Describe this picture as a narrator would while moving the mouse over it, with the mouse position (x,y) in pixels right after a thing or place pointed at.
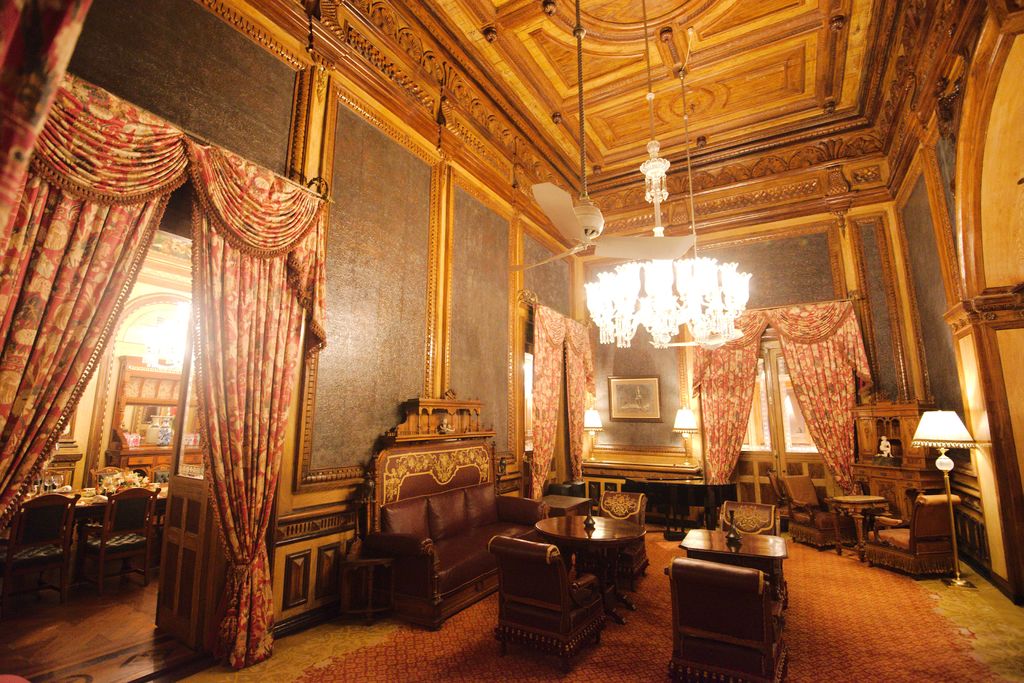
Here we can see tables (605,554), chair (672,577), sofa (461,602), lamp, frame (654,396), fan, ceiling light (653,304), door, and curtains (263,473). This is floor (984,614) and there is a wall (295,573). Here we can see a cupboard (145,435). There is a carpet (484,651) on the floor (357,631).
